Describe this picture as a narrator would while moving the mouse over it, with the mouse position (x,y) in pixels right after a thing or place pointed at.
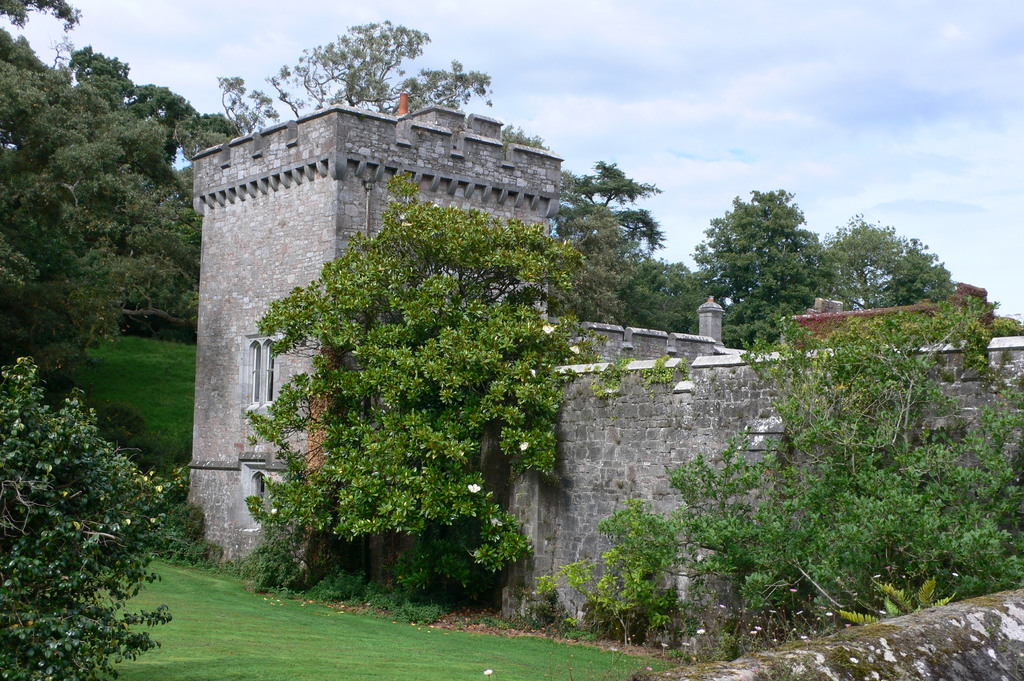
In this picture we can see a building (272,212) and walls (604,471). Behind the building (260,194), there are trees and grass (159,353). On the left side of the building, there are plants (138,505). At the top of the image (763,42), there is the sky (778,74).
